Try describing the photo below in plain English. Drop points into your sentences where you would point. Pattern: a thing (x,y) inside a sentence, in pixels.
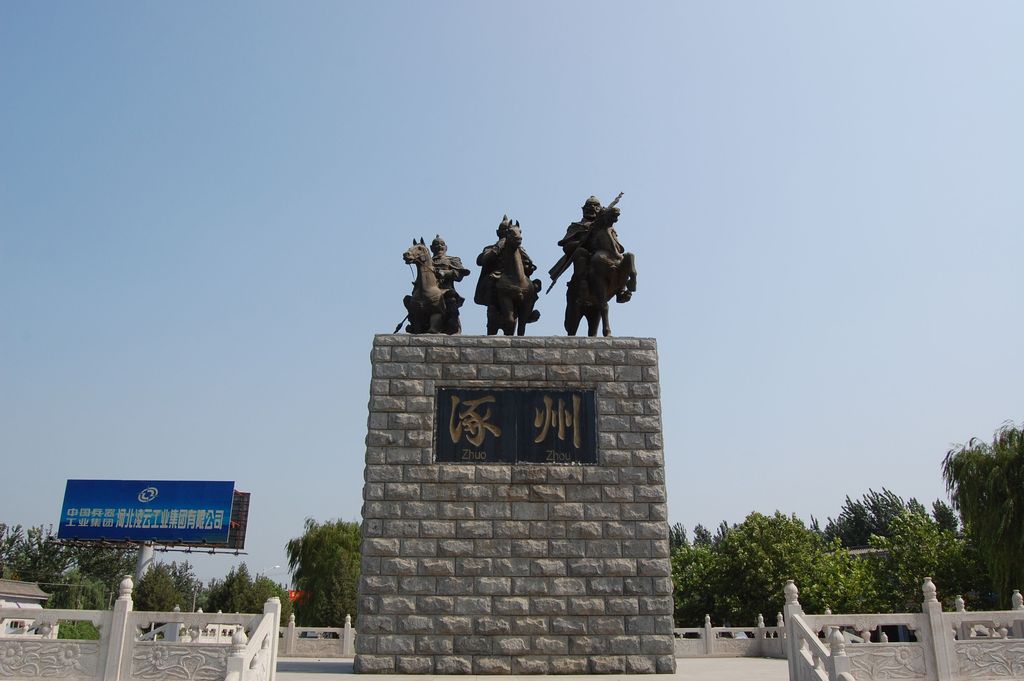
Here in this picture we can see statues (532,281) present on a wall (386,532) and beside that we can see railing (810,636) present and on the left side (113,531) we can see banners (226,540) present on a pole (143,574) and we can also see plants (151,594) and trees (760,533) covered and we can see the sky (281,543) is clear.
